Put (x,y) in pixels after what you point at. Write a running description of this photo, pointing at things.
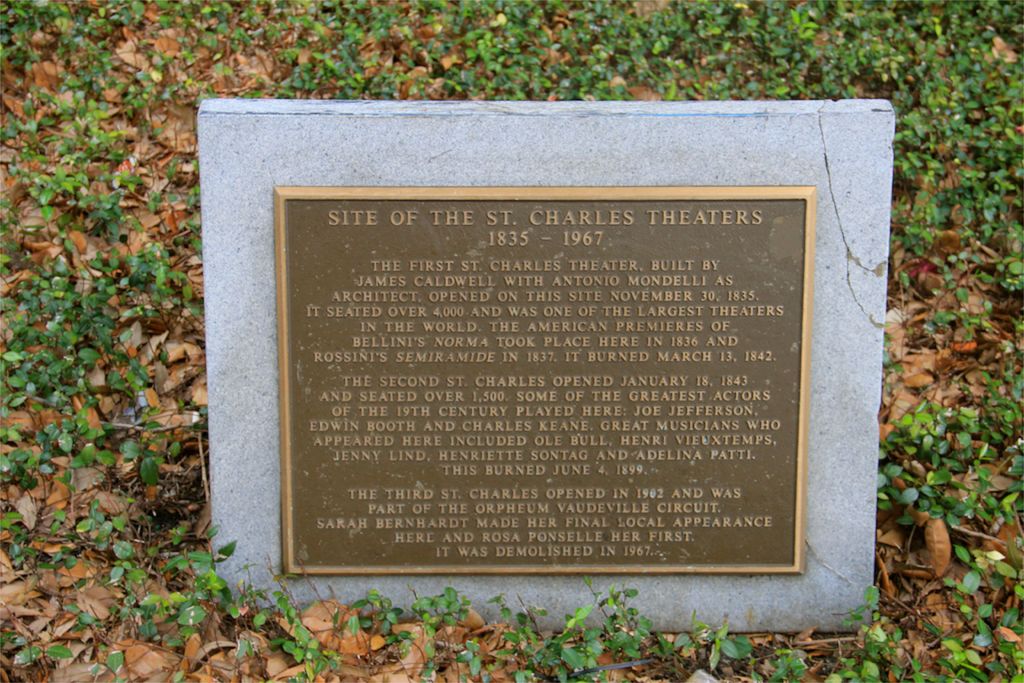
In this image we can see a memorial (763,172) with text (668,507) placed on the ground (833,658). In the background (997,460), we can see group of plants (151,477).
